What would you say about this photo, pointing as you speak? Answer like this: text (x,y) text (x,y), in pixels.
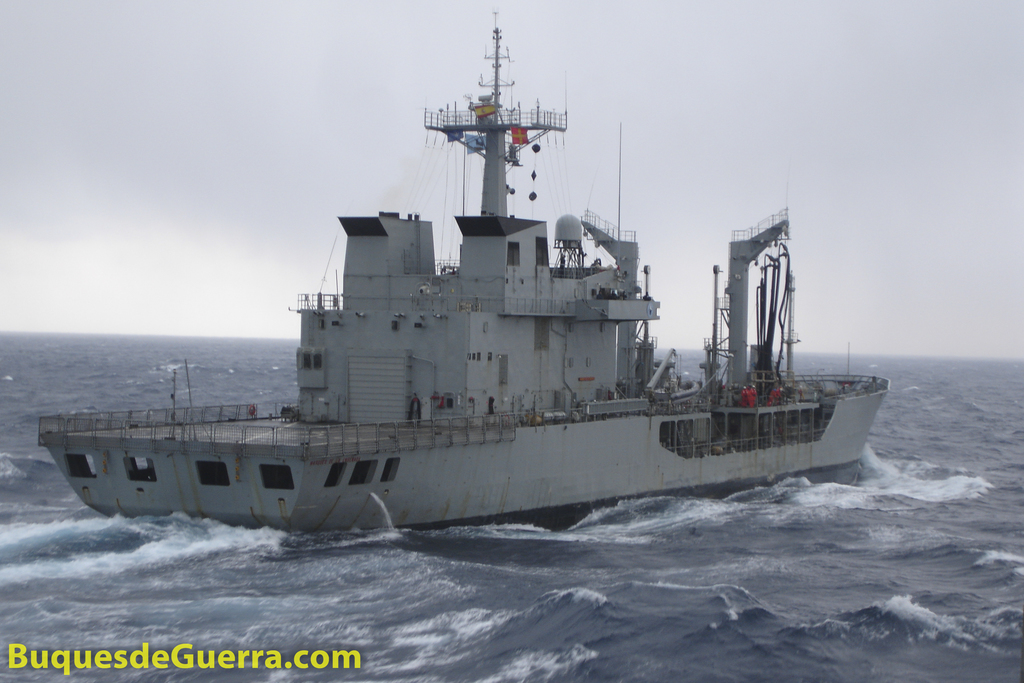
In this image we can see the sea (340,632), one boat (315,390) on the sea (1020,419), some text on the bottom left side of the image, some wires (531,204), some poles (495,114), some flags (522,136) attached to the boat (491,155), some objects (507,158) on the boat (243,451), it looks like one man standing on the boat (662,398) and at the top (137,130) there is the sky (804,256).
